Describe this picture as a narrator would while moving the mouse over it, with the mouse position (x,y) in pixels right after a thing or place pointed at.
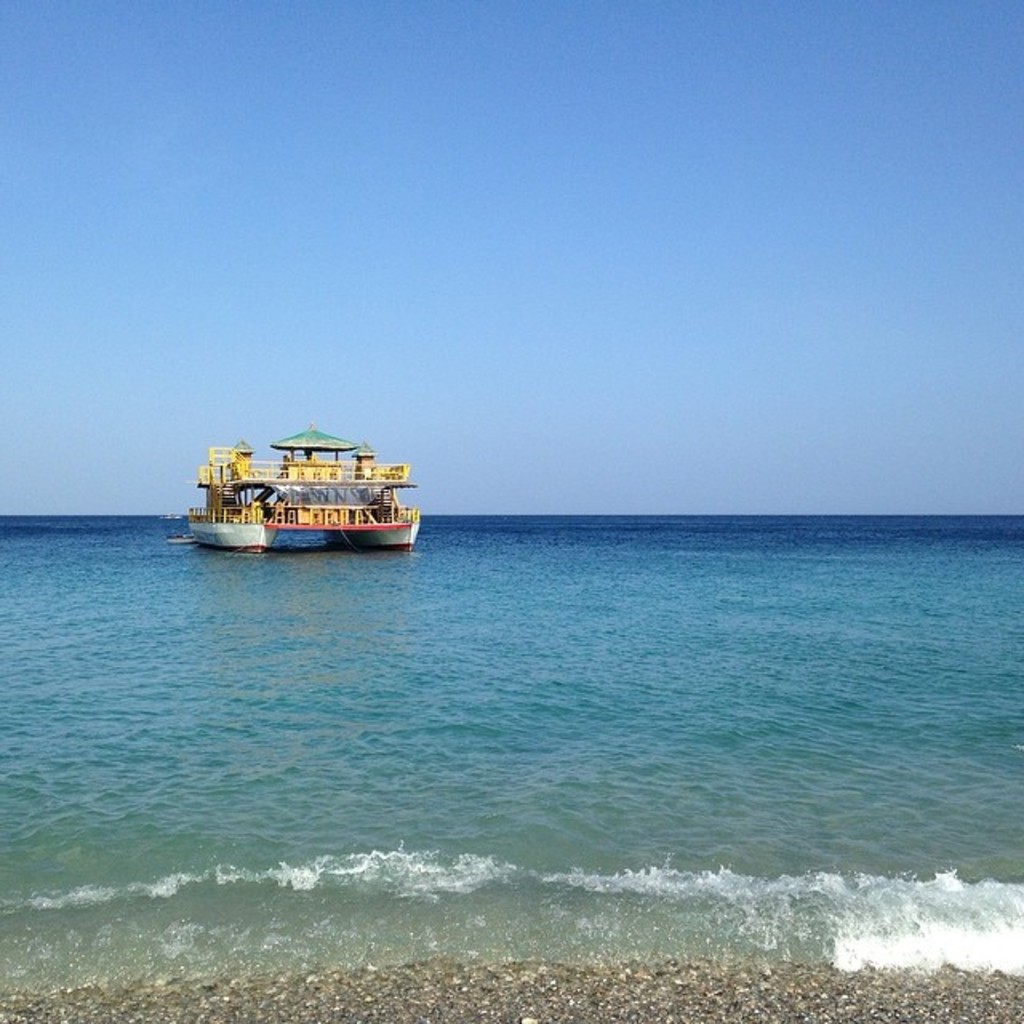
In this image there is a boat (290,523) sailing on the water (631,854) having tides (585,959). Bottom of the image (532,989) there is land (544,972). Top of the image (438,146) there is sky (404,253).
